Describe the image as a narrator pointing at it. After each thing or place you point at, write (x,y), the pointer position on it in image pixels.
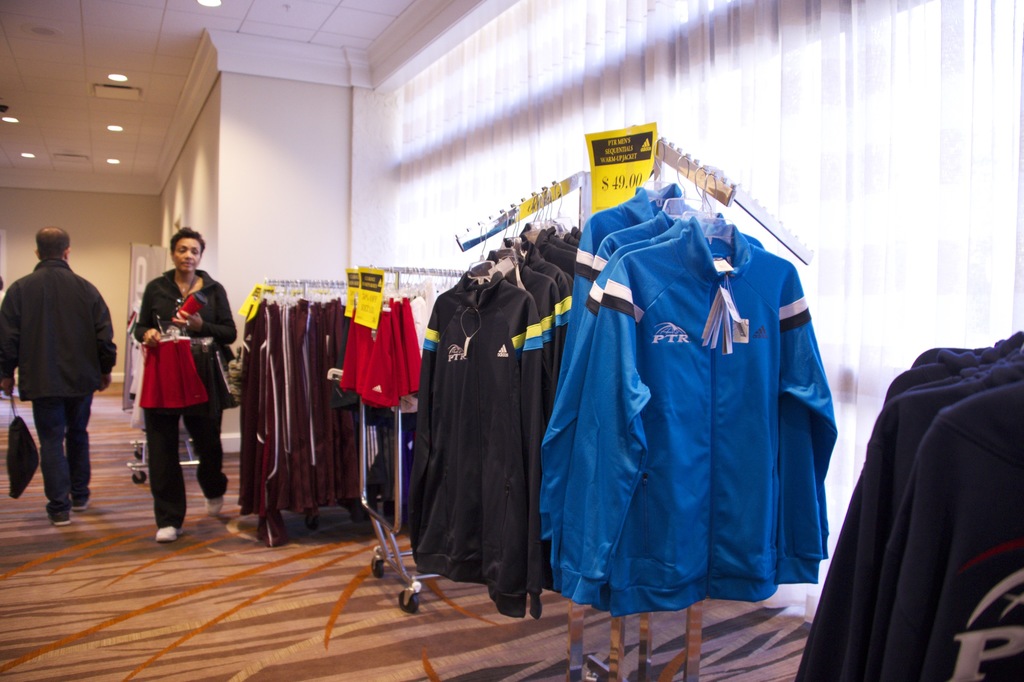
In the image we can see there are people (91,337) walking and they are wearing clothes (83,355). These are the hangers (300,294) and there are clothes (572,264) hanged to the hangers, this is a floor (200,579), wall (92,243), curtains (904,139) and a light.
